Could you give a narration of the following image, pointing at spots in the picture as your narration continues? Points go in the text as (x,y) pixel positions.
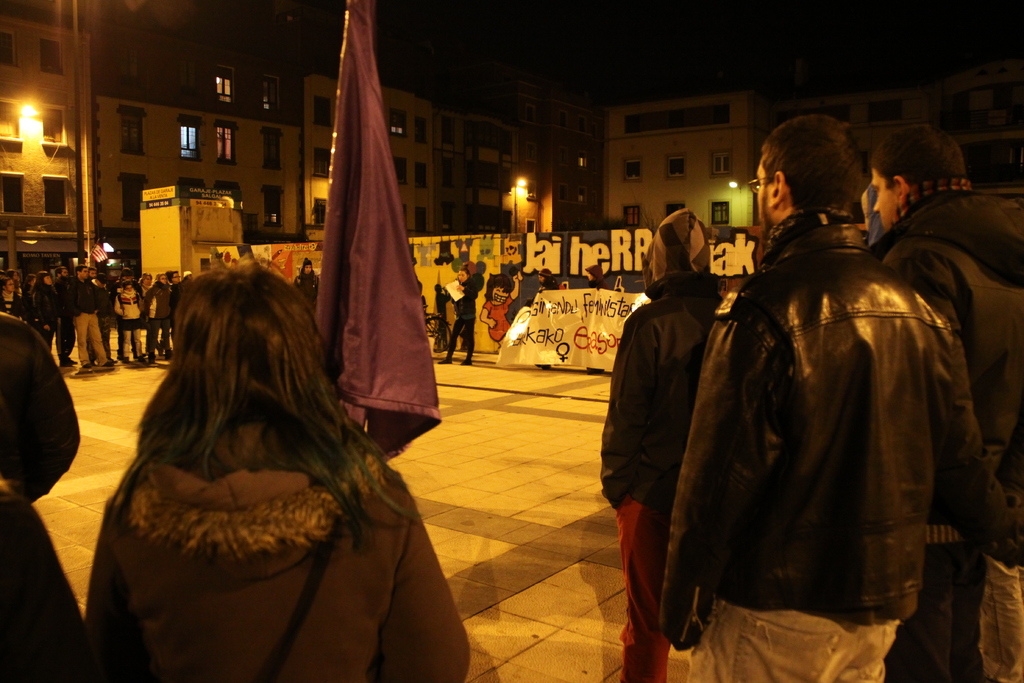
In front of the picture, we see people (777,382) are standing. The woman (350,503) in the brown jacket (354,607) is holding a purple color flag (363,320) in her hands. In front of them, we see the people (167,348) are standing. In the middle of the picture (461,309), we see the man (474,293) is standing and he is holding a paper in his hand (461,294). Behind him, we see a banner (541,334) in white color with some text (565,328) written on it. Beside that, we see a board (536,274) with some text (532,241) written. It might be also a graffiti wall (472,253). There are buildings (27,216) in the background (616,171). We even see the lights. This picture is clicked in the city (185,271). This picture is clicked in the dark.
